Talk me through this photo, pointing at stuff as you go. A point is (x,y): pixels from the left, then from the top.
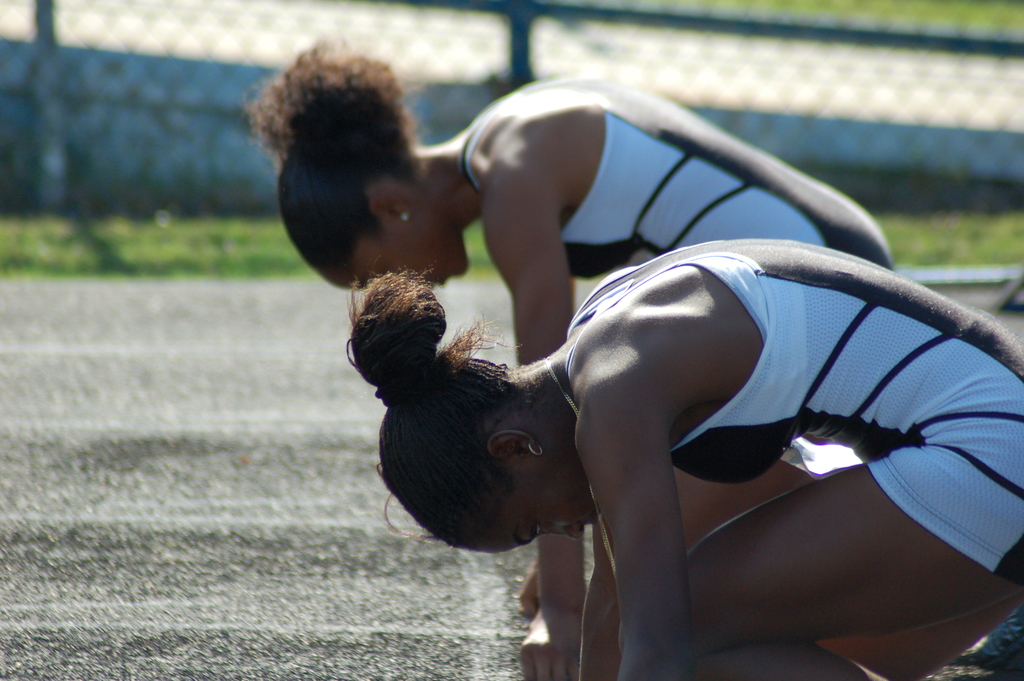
In this picture we can see two women (634,510) on the road (221,470), grass (88,251), fence (42,108) and in the background (37,103) it is blurry.
